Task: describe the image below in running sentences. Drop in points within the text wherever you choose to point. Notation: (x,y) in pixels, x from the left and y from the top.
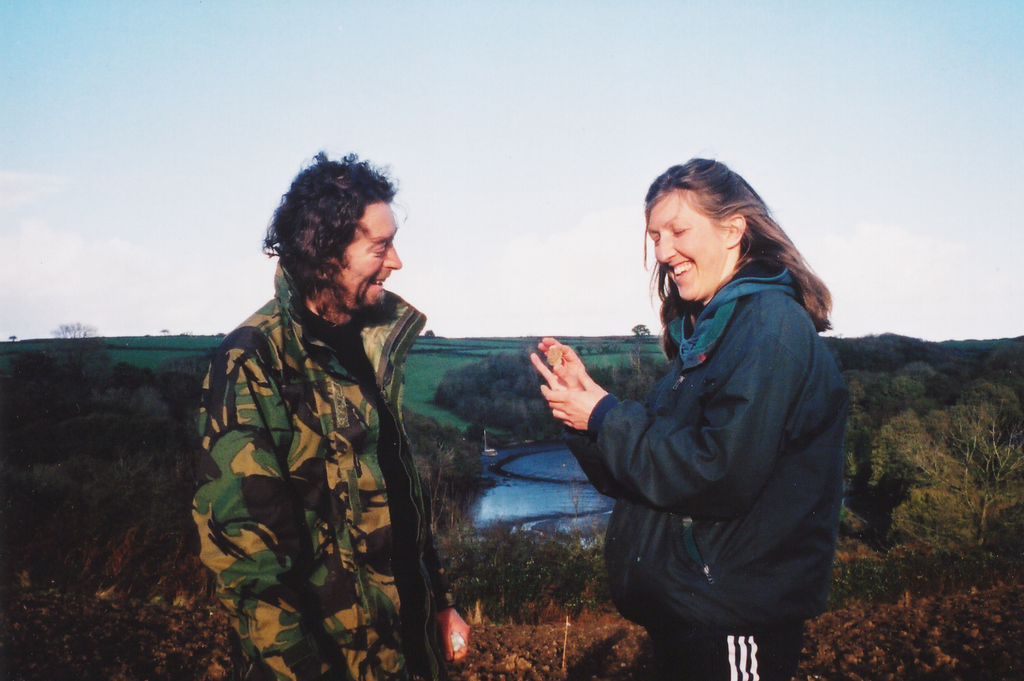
In this image I can see two persons (338,456) are standing in the front (659,418) and I can see both of them are wearing jackets (765,554). I can also see smile on their faces (689,271). In the background (124,537) I can see number of trees (951,354), water (559,450) and the sky (409,74).
